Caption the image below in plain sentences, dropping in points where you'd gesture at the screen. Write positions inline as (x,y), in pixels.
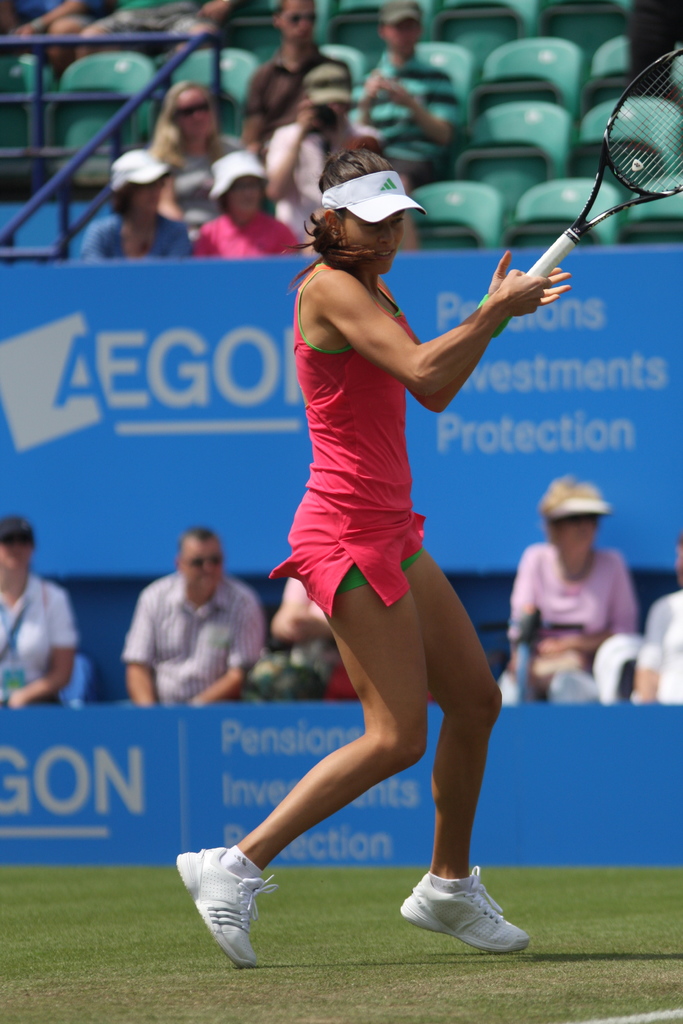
In this image I see a woman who is holding a racket (649,88). In the background (193,551) I see lot of people (184,547) sitting on the chairs (415,226).
